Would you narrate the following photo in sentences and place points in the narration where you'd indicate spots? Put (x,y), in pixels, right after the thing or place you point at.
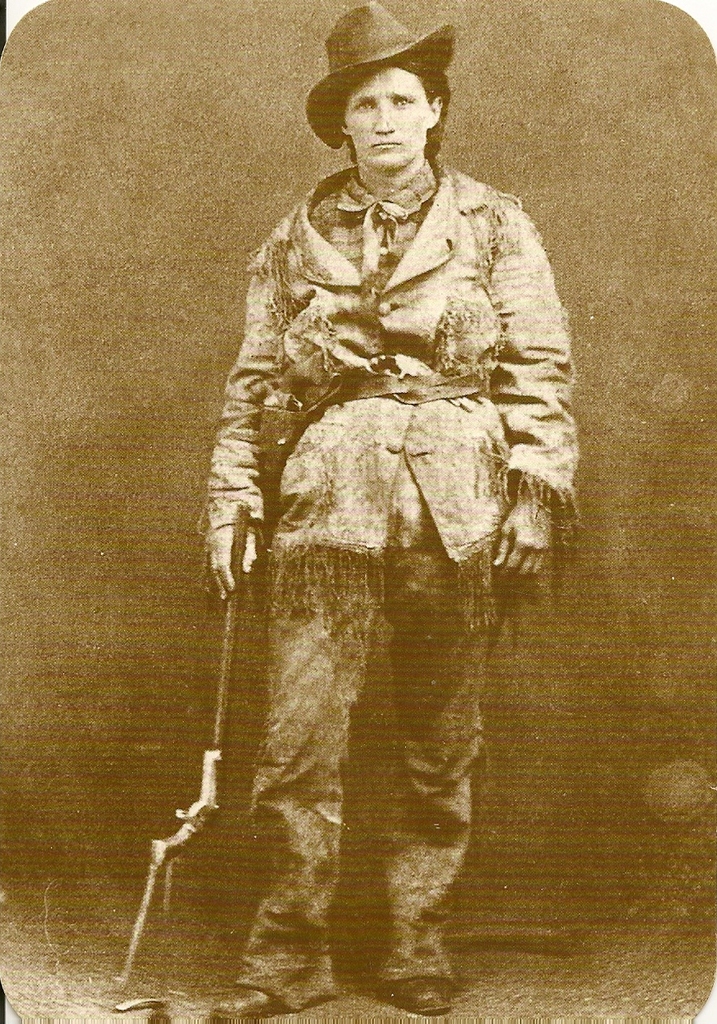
In this image we can see a picture of a person (350,363) who is holding an object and wearing a hat (414,50).
